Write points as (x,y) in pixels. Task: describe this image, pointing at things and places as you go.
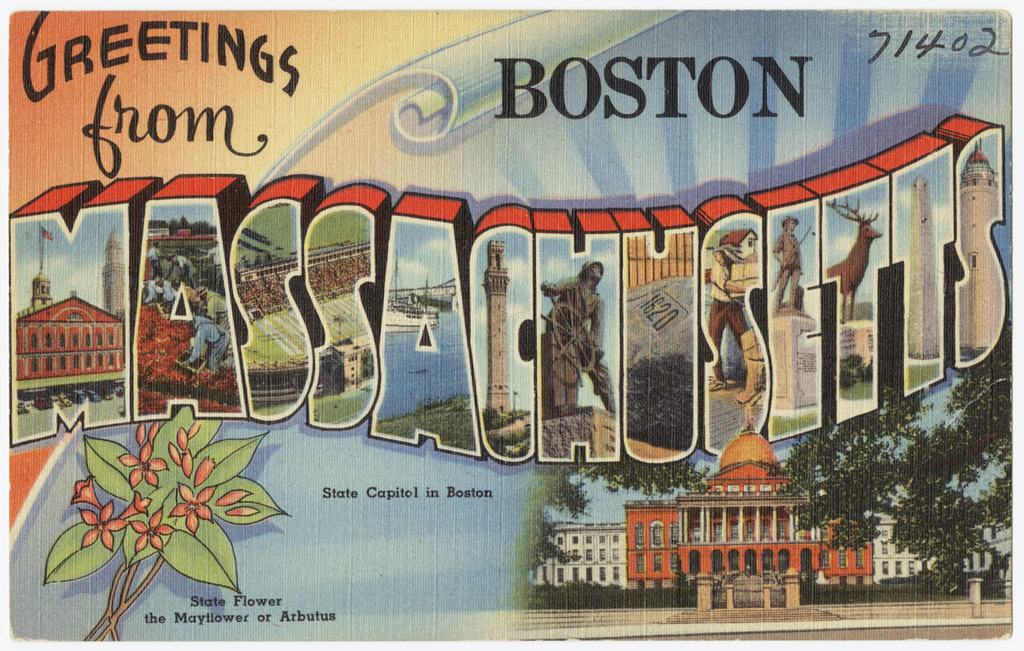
This is the picture of an art. In this picture, we see a building (627,548) in white and red color. On the right side (867,476), we see the trees (859,497). In the middle of the picture (500,318), we see some text (517,367) written on it. We even see statues (584,355), monuments (581,326) and buildings (493,283). In the background (600,194), it is blue in color and we see some text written on it. In the left bottom (139,477), we see a plant (167,531) which has flowers (112,539).
